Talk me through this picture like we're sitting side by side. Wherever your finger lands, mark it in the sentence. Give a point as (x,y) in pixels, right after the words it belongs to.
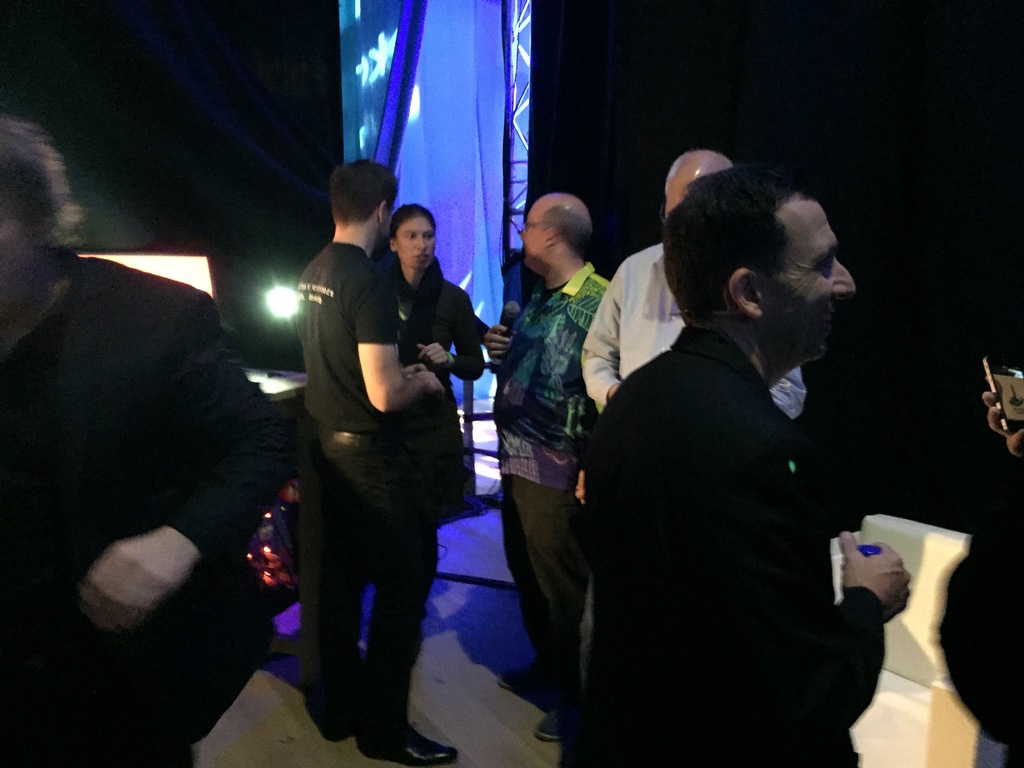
In this picture there are group of people (550,410). On the right side of the image (698,746) there is a person (707,387) with black suit (740,491) in standing and smiling and he is holding the object (886,643) and there is a person (979,706) standing and holding the cellphone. At the back (606,337) there are group of people (460,465) of standing and there is a person (582,471) with green t-shirt (573,378) is standing and holding the microphone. At the back (502,215) there is a hoarding (467,161) and there is a device (123,258) and there is a light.
